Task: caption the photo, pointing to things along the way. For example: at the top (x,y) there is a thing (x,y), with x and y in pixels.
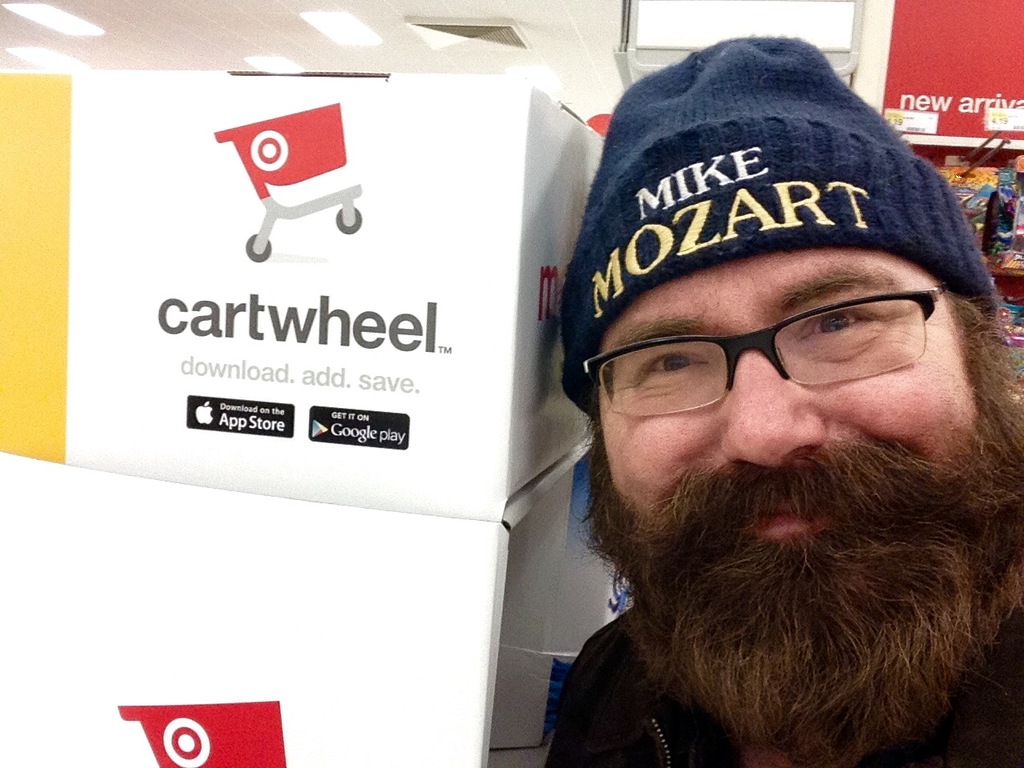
In this image we can see a person (776,511) and beside the person (715,243) there is a box (323,300) with text (349,430) on the box (389,271) and there are few objects (958,161) in the background (987,173) and lights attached to the ceiling (546,42).
